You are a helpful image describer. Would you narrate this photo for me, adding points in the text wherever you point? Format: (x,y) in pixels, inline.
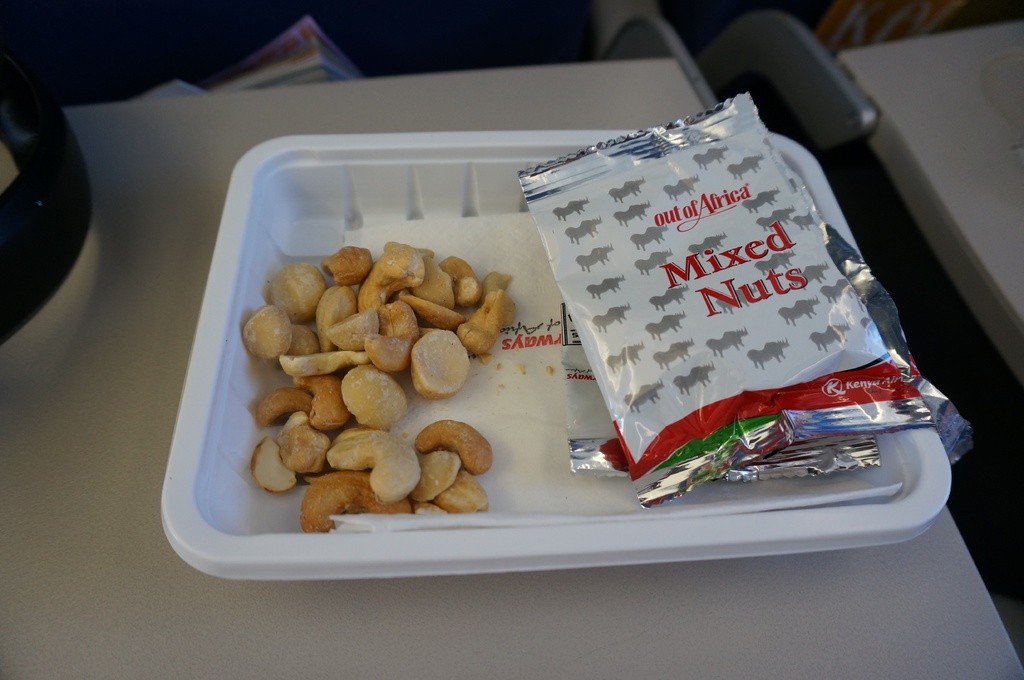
In this picture we can see a table (827,584), there is a tray (759,521) here, we can see cashew nuts (365,458) and some other nuts (373,393) present in this tray (473,361), we can also see a packet (652,397) here.
